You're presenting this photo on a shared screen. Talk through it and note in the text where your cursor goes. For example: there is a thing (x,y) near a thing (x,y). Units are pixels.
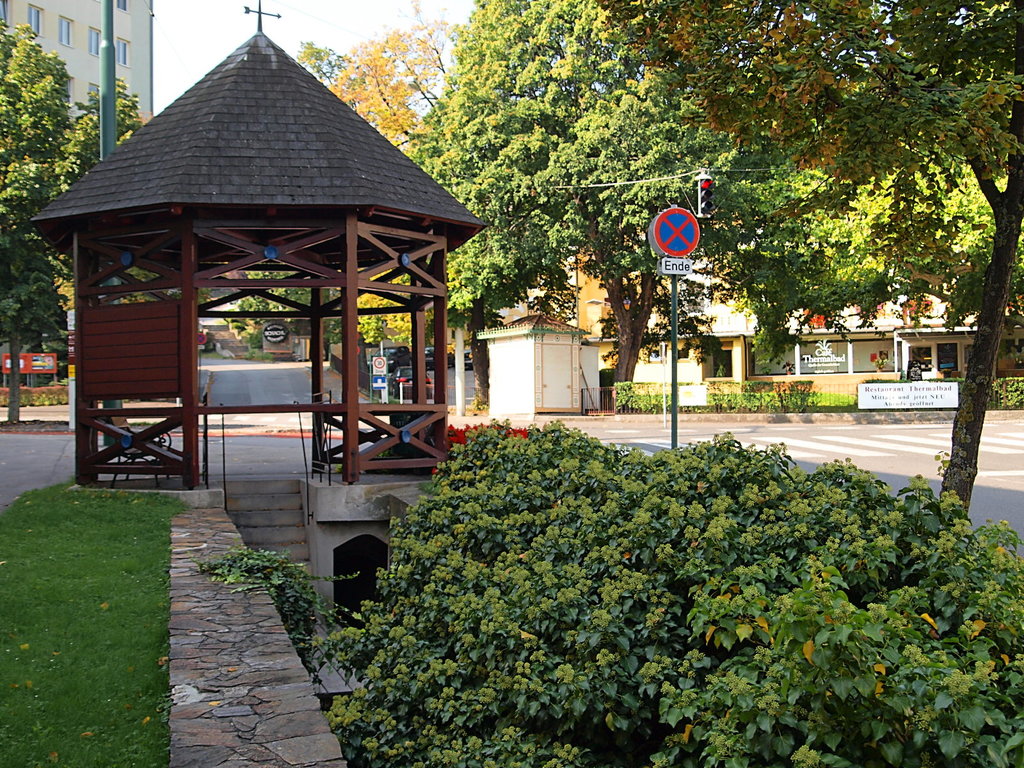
In the center of the image (391,261) there is a wooden structure (352,257) with roof (297,182). At the bottom of the image (611,673) there are plants (513,692). There is grass (80,689). In the background of the image (75,9) there is a building (147,45). There are trees (426,53). There is a pole (104,66). To the right side of the image (826,427) there is a road (825,442). There is a sign board (678,212).
